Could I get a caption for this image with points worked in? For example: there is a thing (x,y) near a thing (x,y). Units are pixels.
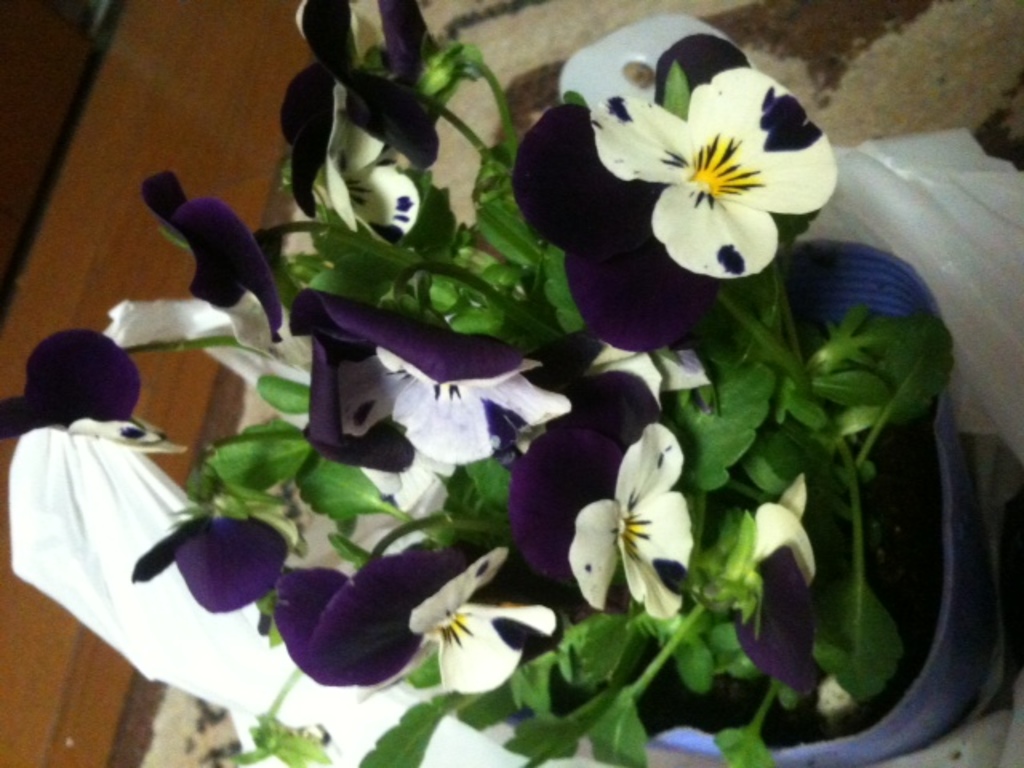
In this image there is a flower vase (919,592) placed on the rug (916,40). In the background (789,34) there is a cloth (553,39). On the left (182,35) there is a wooden block (104,223).
